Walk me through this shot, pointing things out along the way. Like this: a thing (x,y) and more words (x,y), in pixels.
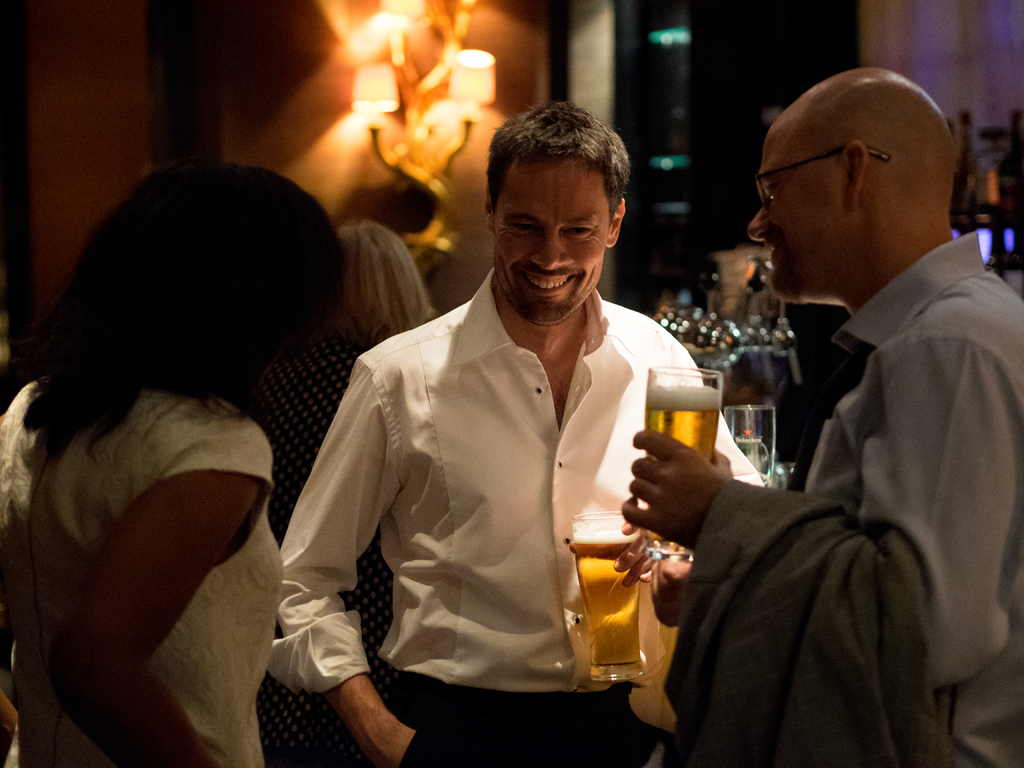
In this picture there is a man (645,332) who is wearing a white shirt (538,410) and trouser (563,741). Beside him we can see a woman (250,457) who is wearing white dress (242,593). On the right (847,86) there is a bald man (904,379) who is wearing shirt (929,363), spectacle (827,153) and holding a beer glass (714,386) and jacket (880,563). In the background (354,288) we can see a woman (386,280) who is standing near to the wall (449,207). On the wall (495,128) we can see the lamps (463,69).
